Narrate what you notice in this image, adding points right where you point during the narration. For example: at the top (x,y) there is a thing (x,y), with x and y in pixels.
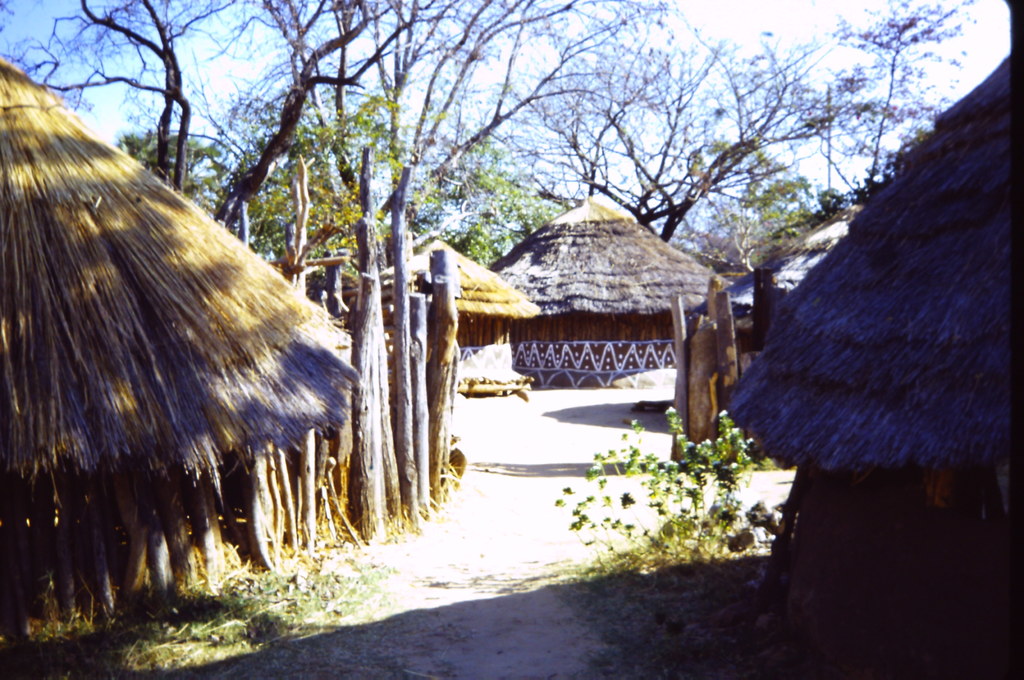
This is the picture of a village (587,430). In this image there are huts (21,523) and there are trees (789,191). At the top (822,163) there is sky (728,50). At the bottom (106,633) there are plants (742,482) and there is grass (227,652).
